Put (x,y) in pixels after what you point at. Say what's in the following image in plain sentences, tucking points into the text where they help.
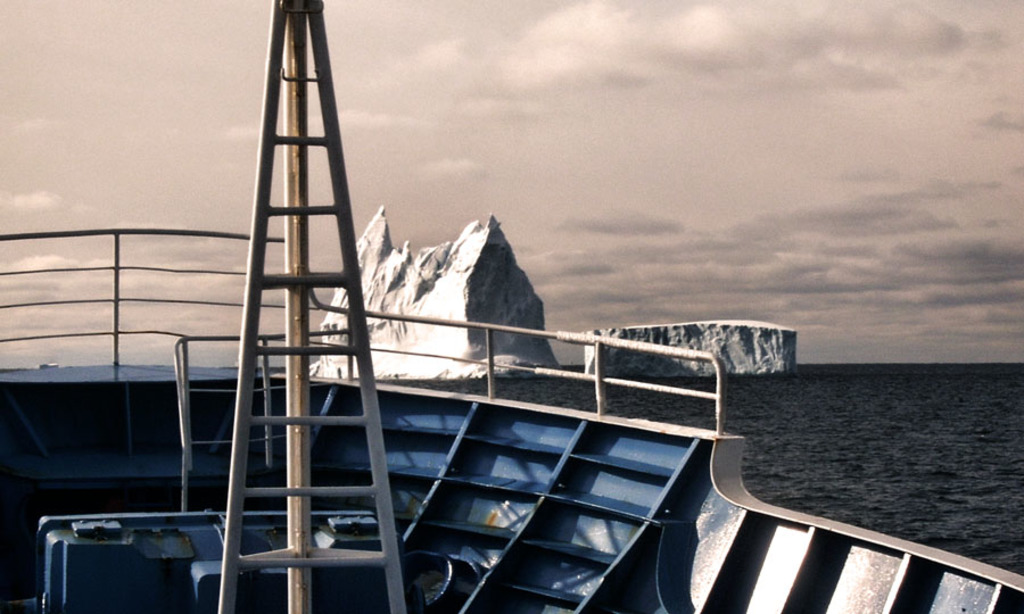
In this image we can see part of a ship (590,484) with railing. Also there is a ladder (358,349). In the back (476,309) there are icebergs (532,297) in the water (805,395). In the background (373,140) there is sky (420,132) with clouds (538,120).
